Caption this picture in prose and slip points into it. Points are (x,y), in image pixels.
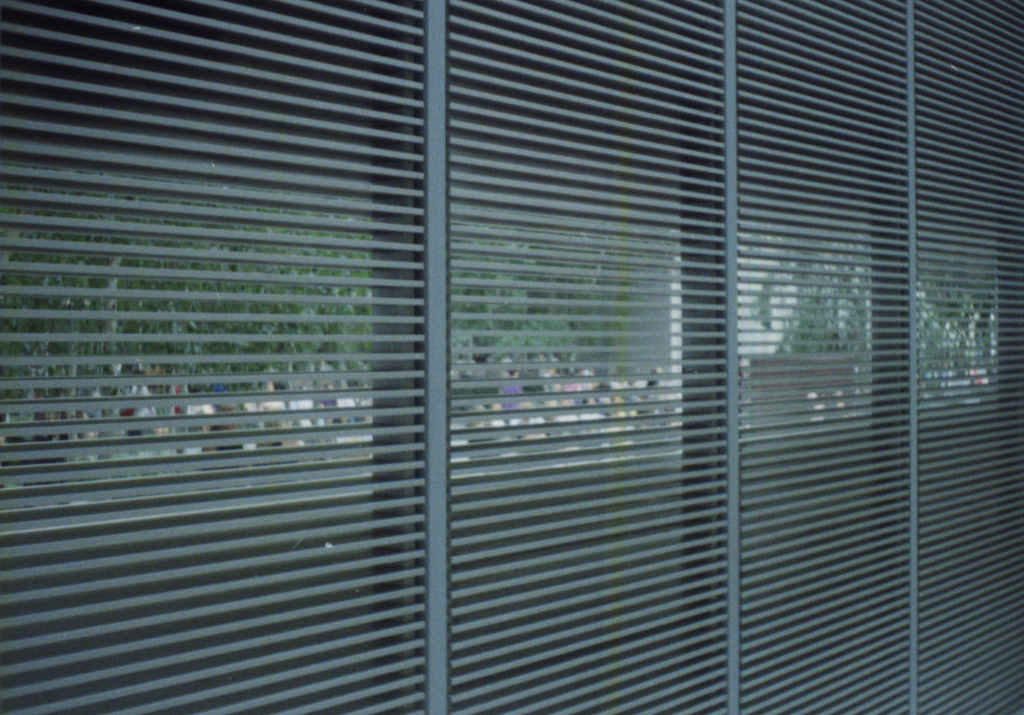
In this image I can see the window blind (375,449). In the background (274,287) I can see few trees (223,288) in green color.
